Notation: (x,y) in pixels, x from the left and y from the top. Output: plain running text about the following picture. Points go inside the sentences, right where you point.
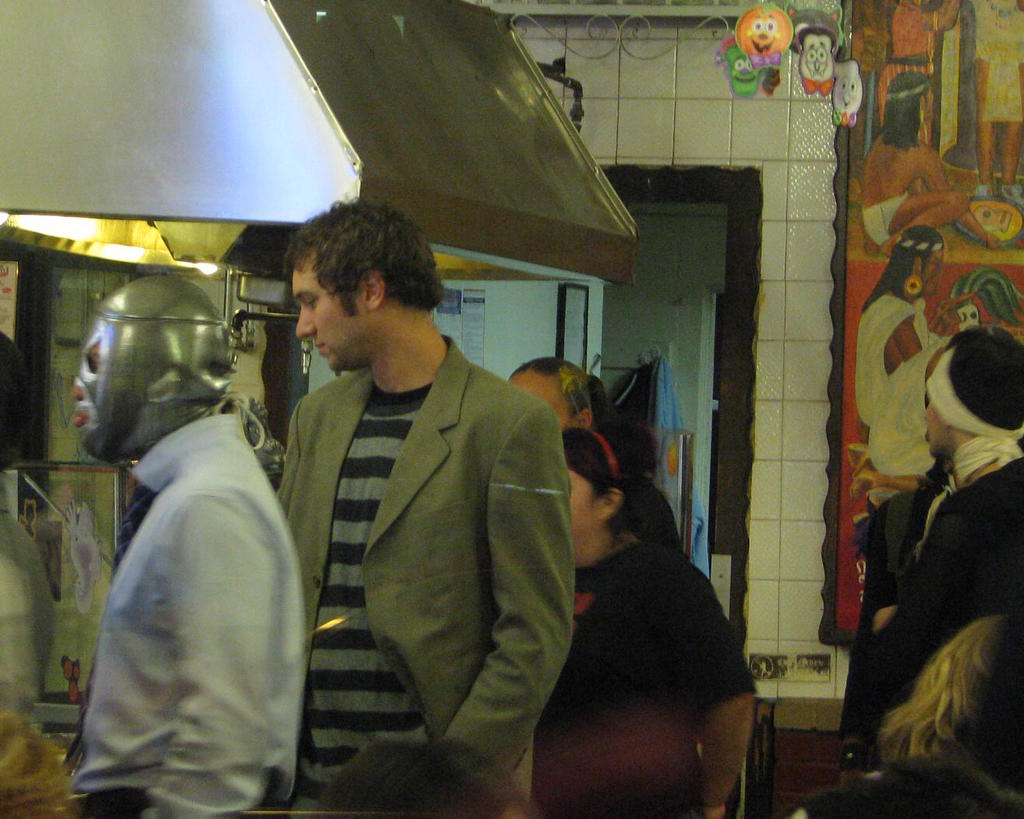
In this image we can see a few people (194,605), among them, one person (142,439) is wearing a mask (137,442), also we can see a board (933,91) on the wall (767,155), on the board (878,75), we can see some painting (920,405), there are toys (808,43), lamps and some other objects (670,364).
